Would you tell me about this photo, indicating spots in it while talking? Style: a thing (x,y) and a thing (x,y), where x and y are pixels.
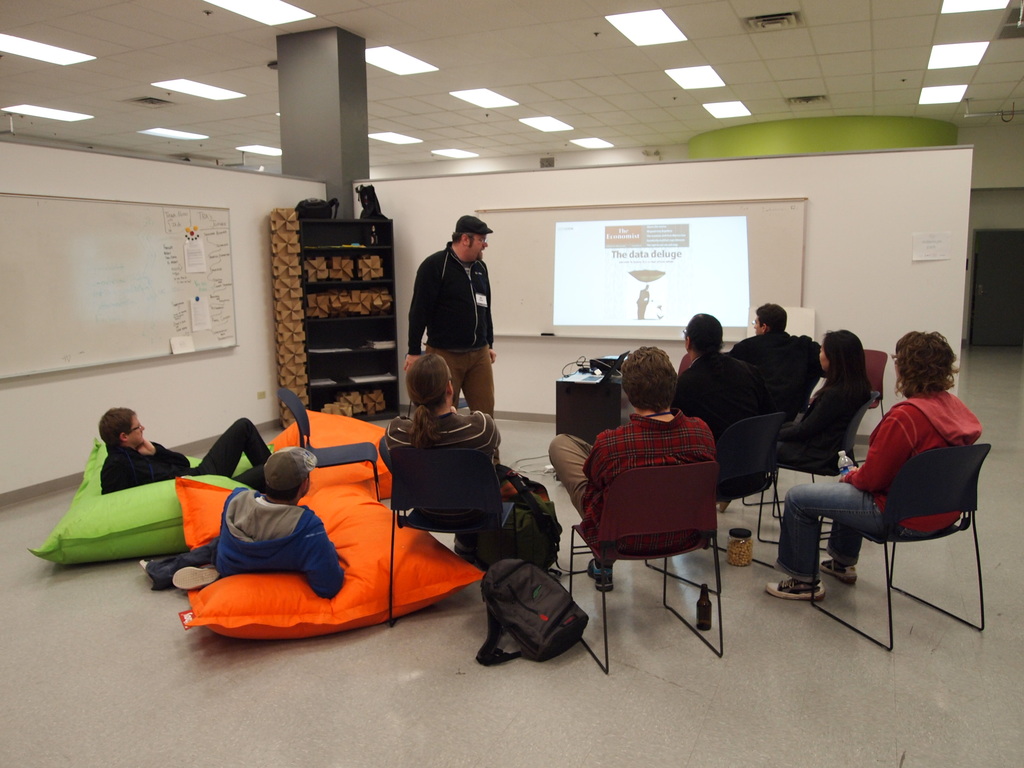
In this image I can see some people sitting on chairs (880,402) facing towards the back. I can see two more people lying on bean bags (97,521). I can see a person (488,348) standing in front of them. I can see a screen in the center of the image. I can see a wooden cupboard (384,336) behind the person (476,344) standing. I can see a board (151,349) on the left hand side of the image (213,274). I can see a pillar (351,74) and false ceiling (563,55) at the top of the image (814,41).
